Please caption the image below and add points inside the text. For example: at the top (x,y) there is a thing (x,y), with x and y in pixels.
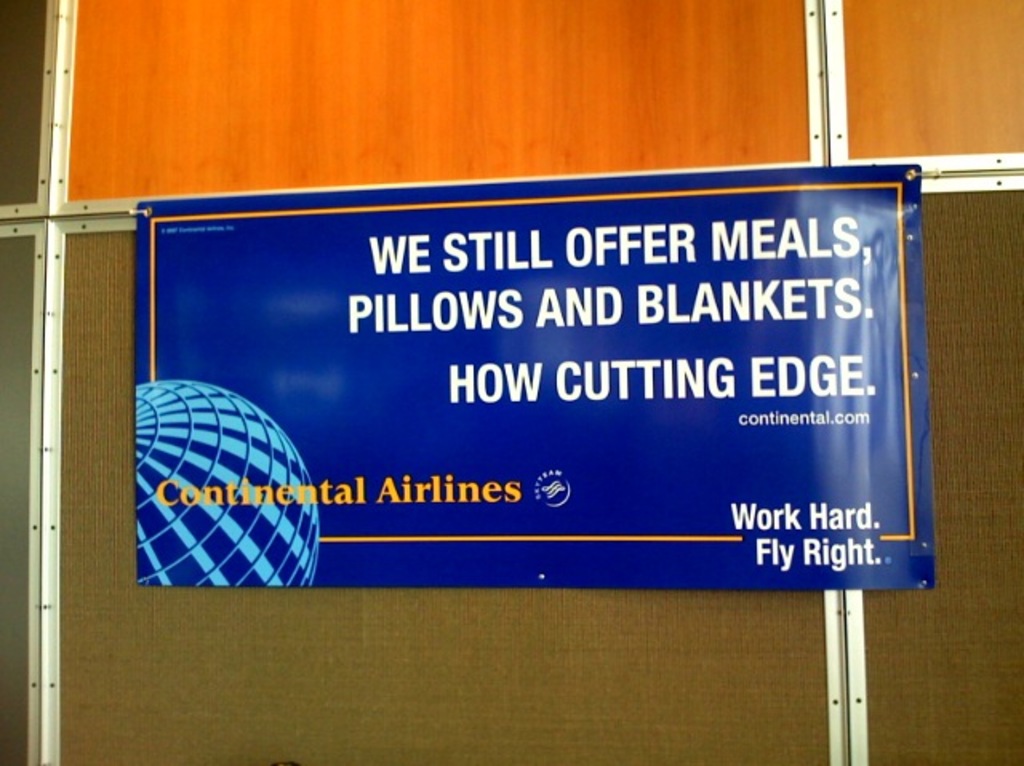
In this image, we can see a banner (765,314) on the wooden wall (333,147).
